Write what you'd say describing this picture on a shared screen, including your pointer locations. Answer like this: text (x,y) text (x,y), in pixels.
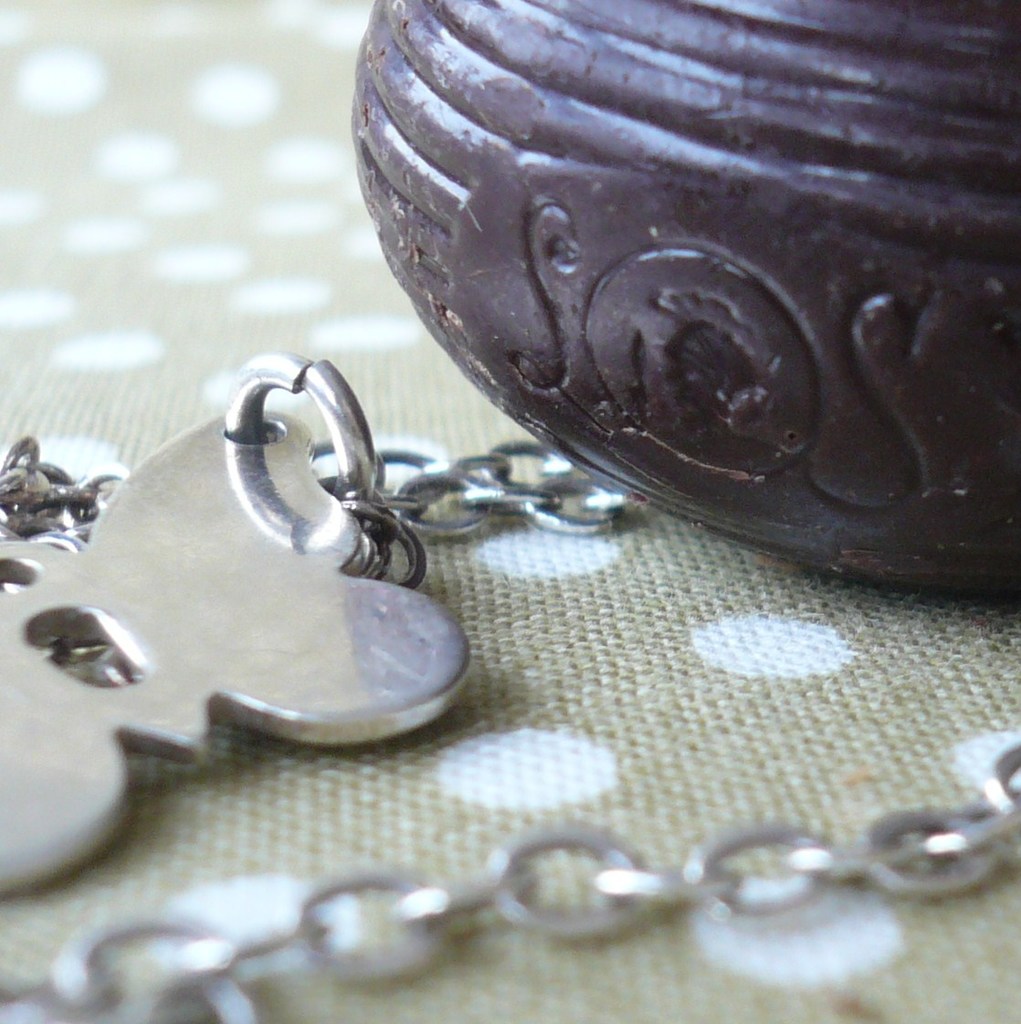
In this image we can see a brown color object (729,382). We can also see a key chain (315,649) which is placed on the mat (585,669).
